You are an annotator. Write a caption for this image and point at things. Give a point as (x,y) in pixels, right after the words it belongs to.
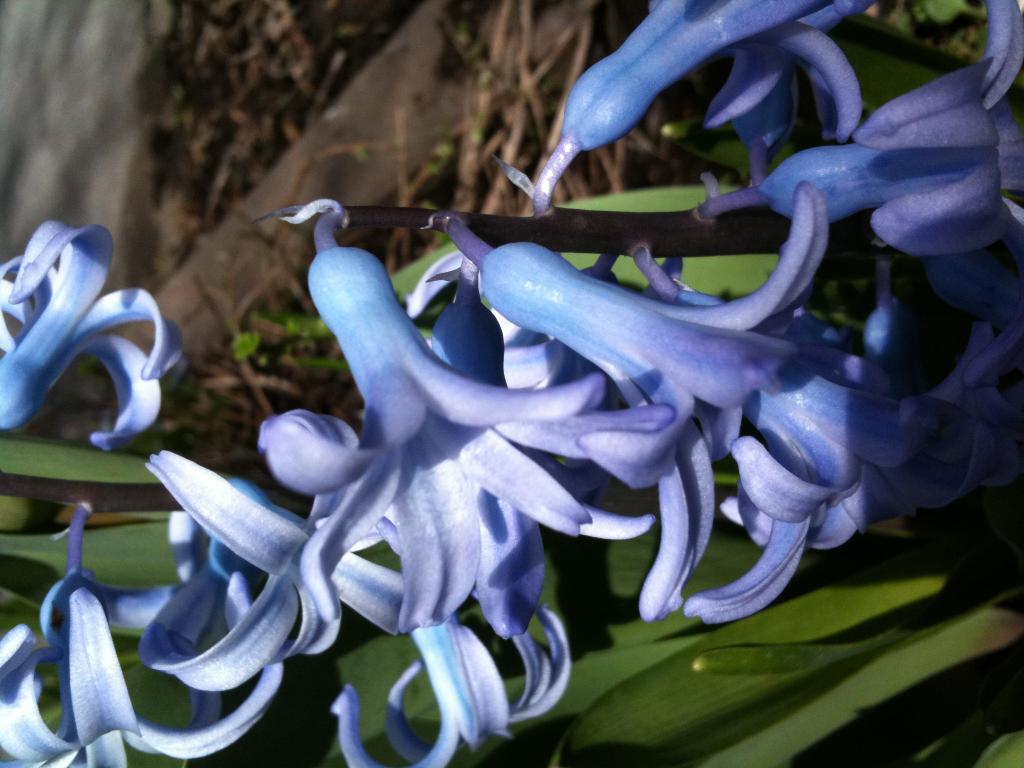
In this image we can see some plants (631,393) with flowers (609,342) on it.
